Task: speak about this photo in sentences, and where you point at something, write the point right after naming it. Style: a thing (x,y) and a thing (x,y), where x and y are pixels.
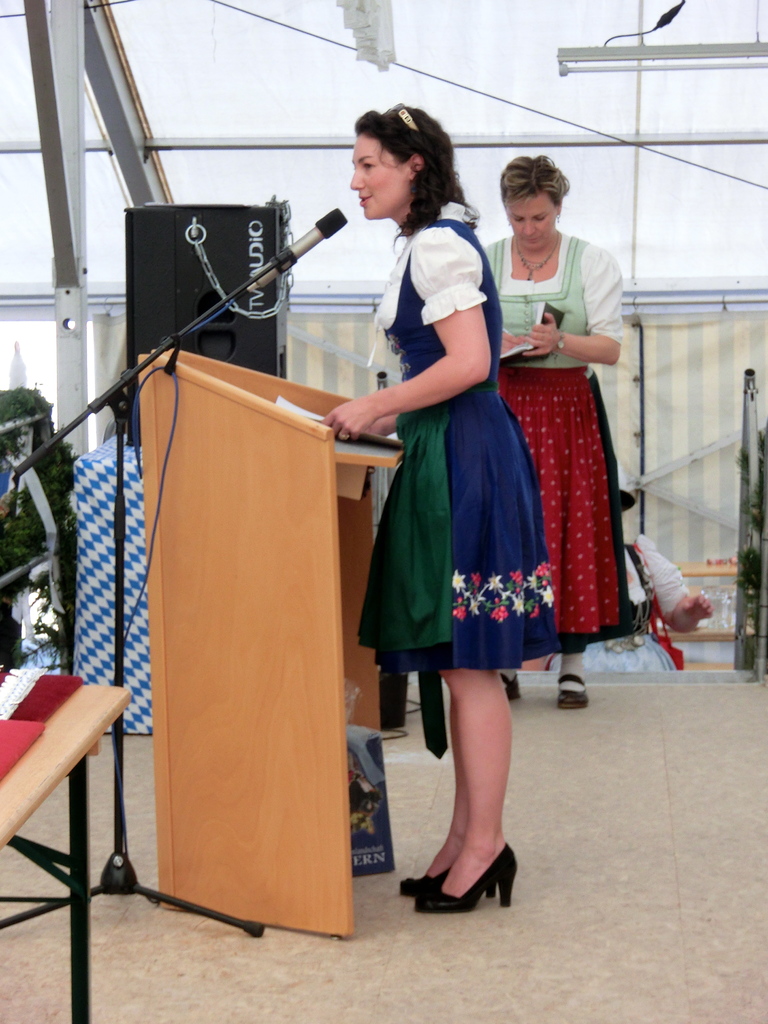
In this image it looks like a shed (297,287) and there are persons (463,490) standing on the stage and holding a book (501,358), paper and a pen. In front of the person (467,354) there is a podium (192,461), microphone (253,287) and a speaker (192,274). And there is a table (20,789), on the table (64,718) there are pads (40,716). And there is a plant (748,493). And at the top (651,63) there is a light (693,56).
